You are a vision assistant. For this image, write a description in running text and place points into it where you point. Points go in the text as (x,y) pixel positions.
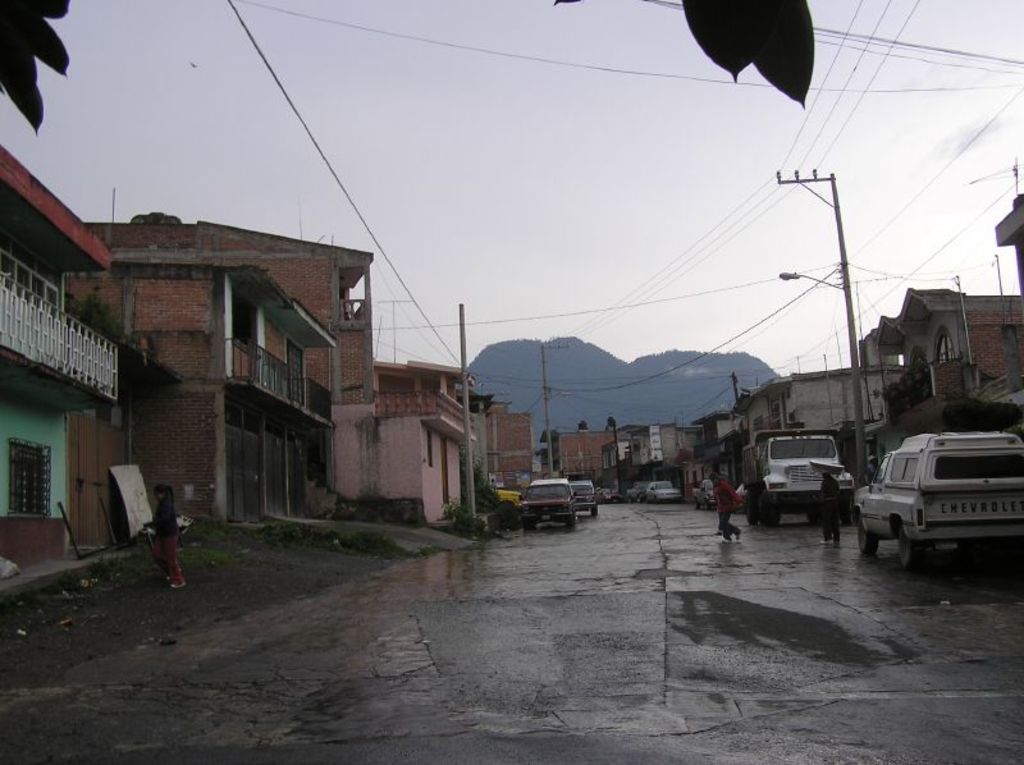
In this image on both right and left of the image (224,424) there are houses (931,337), cars (799,450) and at the backside of the image (649,395) there are mountains (643,384), sky (573,213). At the center of the image (604,504) there is a road (694,624) where people (834,519) are running on the road (639,552) and on both right and left of the image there are utility poles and wires (822,158) are attached to it.
